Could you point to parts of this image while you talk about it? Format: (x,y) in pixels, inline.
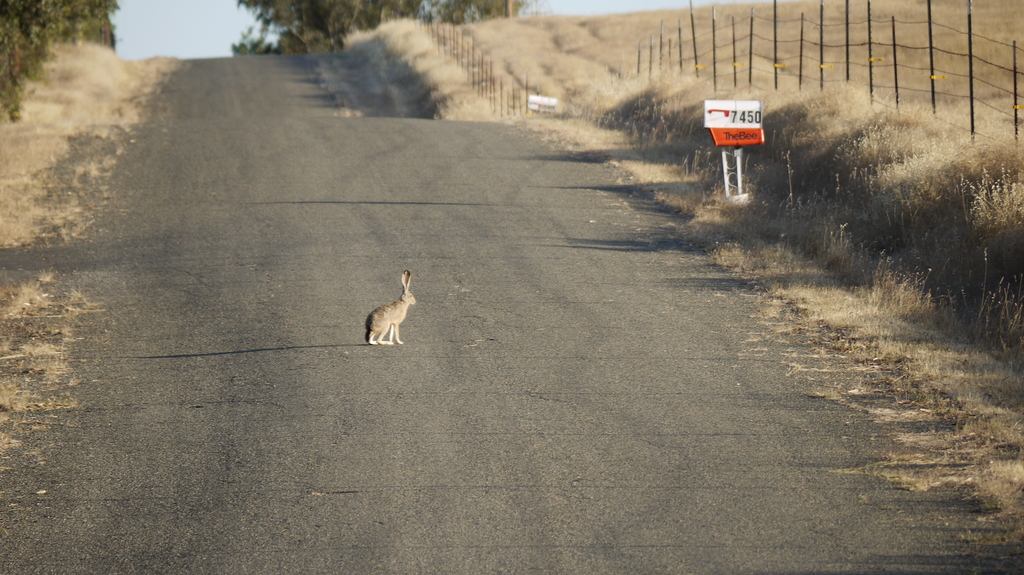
In the center of the image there is an animal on the road (428,291). To the right side of the image (806,24) there is fencing (694,23), dried grass (756,51). In the background of the image (261,51) there is sky (241,15) and trees (293,14).
